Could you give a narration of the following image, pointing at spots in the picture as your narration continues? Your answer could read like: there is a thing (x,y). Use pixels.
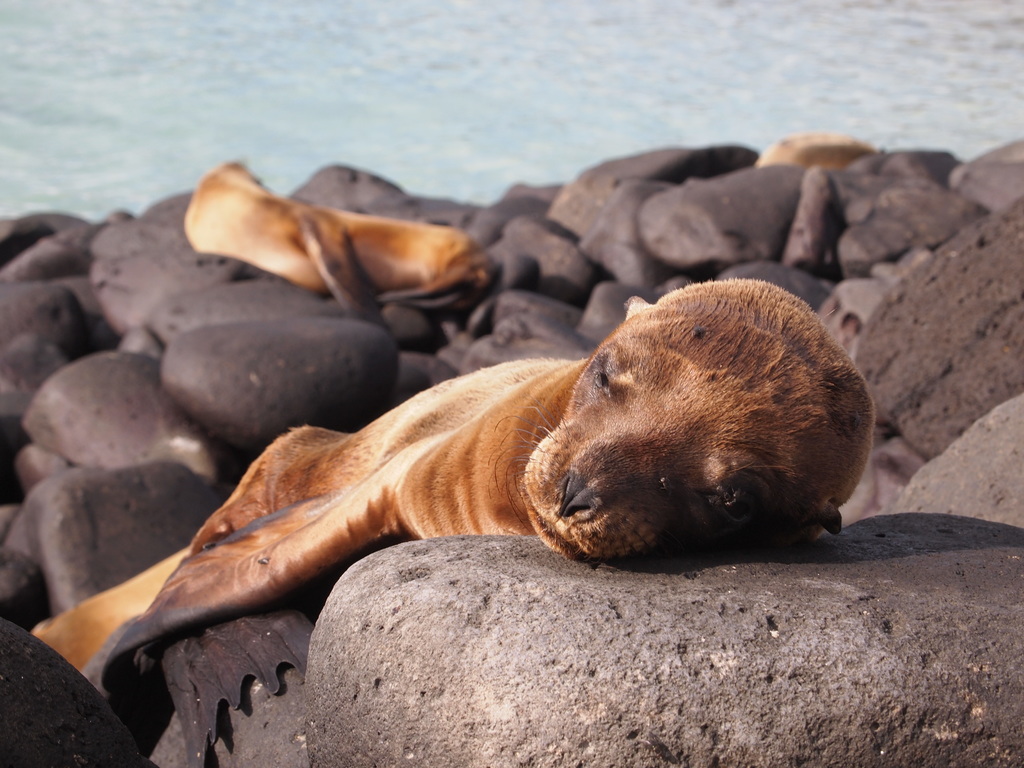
In the picture we can see stones (945,702) which are black and some are gray in color and on it we can see two sea lions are sleeping, which are brown in color and behind the stones (578,351) we can see water (632,140).
